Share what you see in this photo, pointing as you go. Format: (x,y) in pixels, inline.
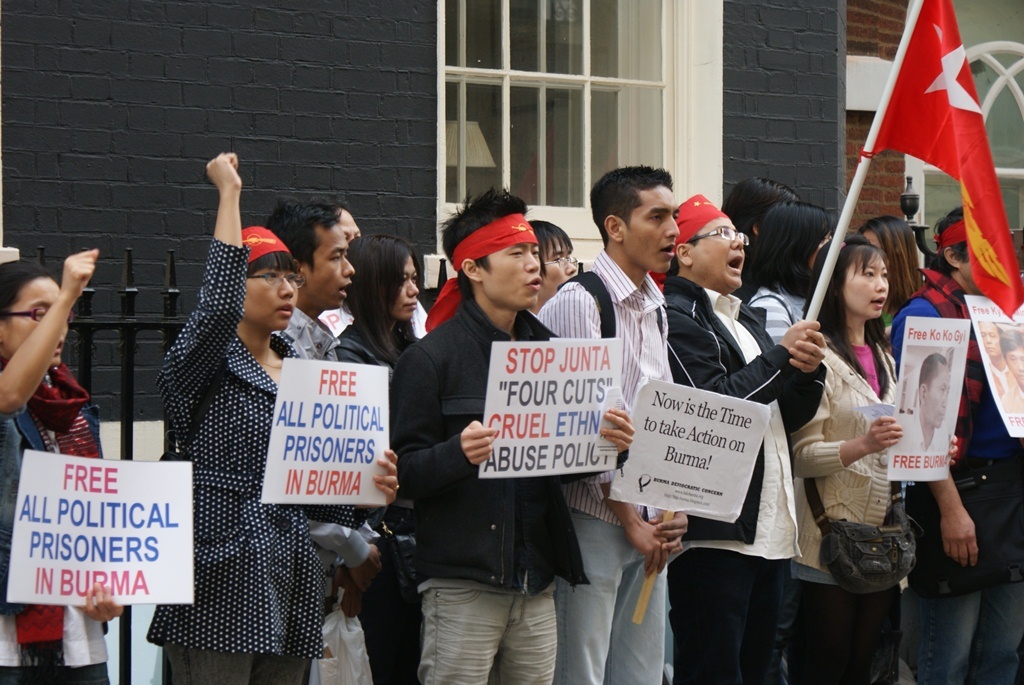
In this image I can see number of persons (425,391) are standing and holding white colored boards (320,459) in their hands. I can see few of them are wearing red colored headbands (487,241) and holding flags (905,129). In the background (396,190) I can see a black colored building (294,117), the black colored railing (171,319) and the glass window (561,95).
